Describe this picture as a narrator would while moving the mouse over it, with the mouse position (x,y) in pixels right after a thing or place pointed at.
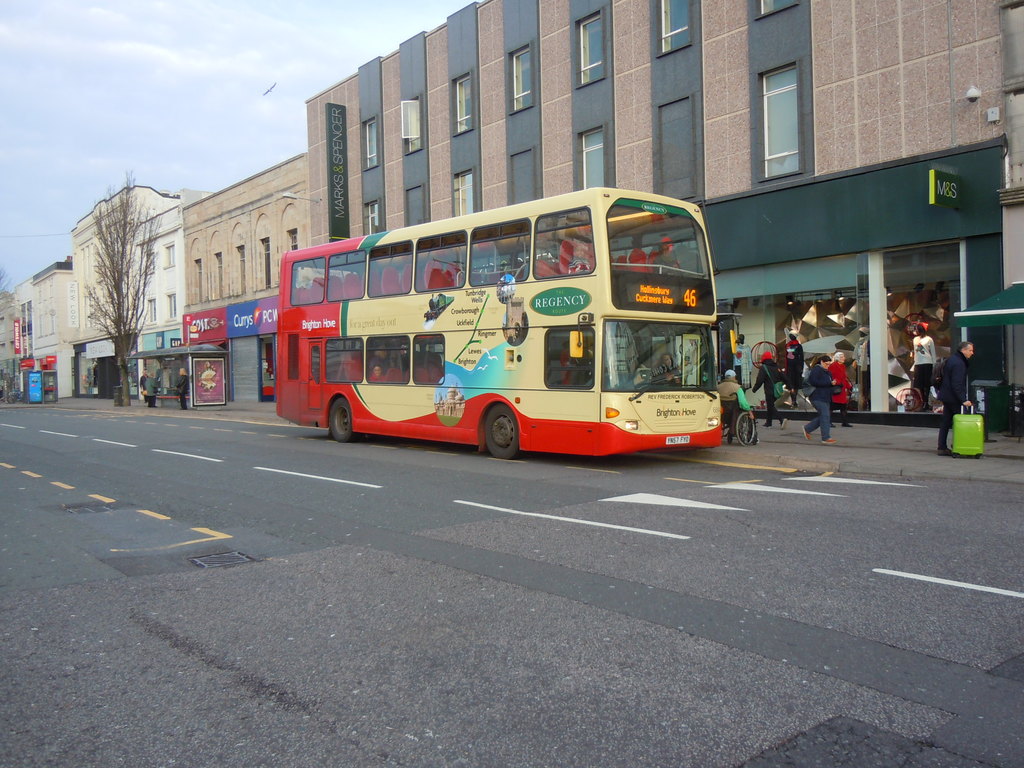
In this image I see the road (364,566) and I see a bus (434,347) over here on which there is something written and I see few people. In the background (406,48) I see the buildings (696,69) and I see a tree (139,295) over here and I see the sky (140,57) and I see few boards (220,311) on which there is something written too.
